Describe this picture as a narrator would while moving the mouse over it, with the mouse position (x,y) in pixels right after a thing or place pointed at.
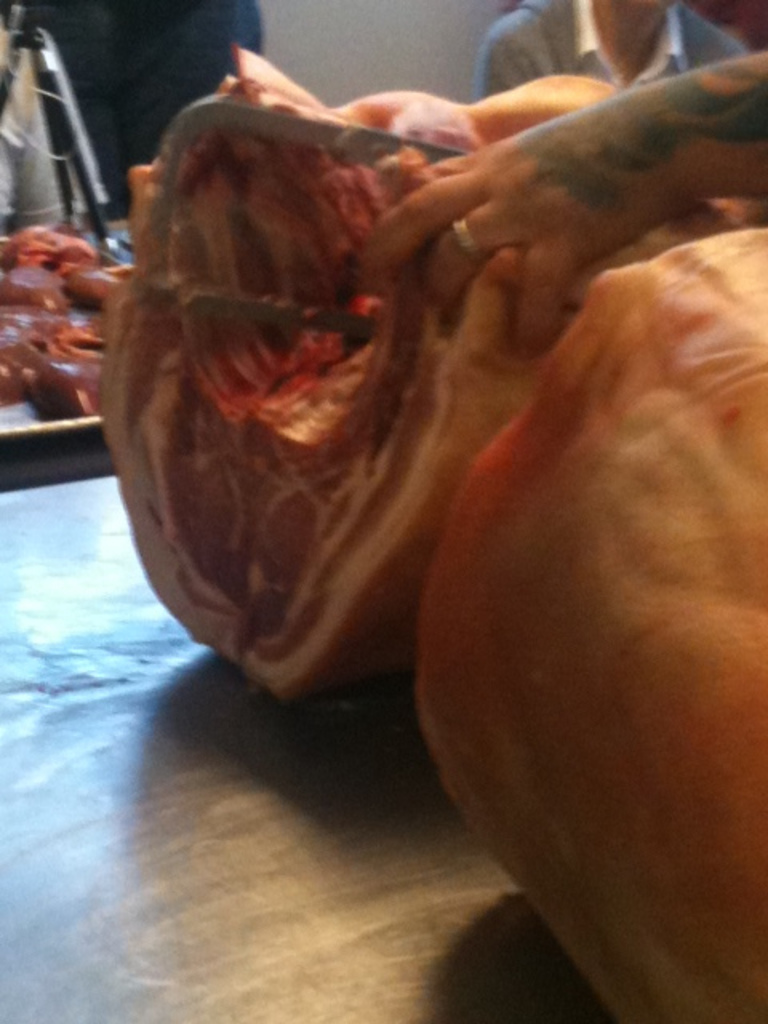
In this picture we can see a person's hand (598,209) in the front (588,201), we can see flesh (562,379) here, in the background (487,63) there is another person (488,39).
